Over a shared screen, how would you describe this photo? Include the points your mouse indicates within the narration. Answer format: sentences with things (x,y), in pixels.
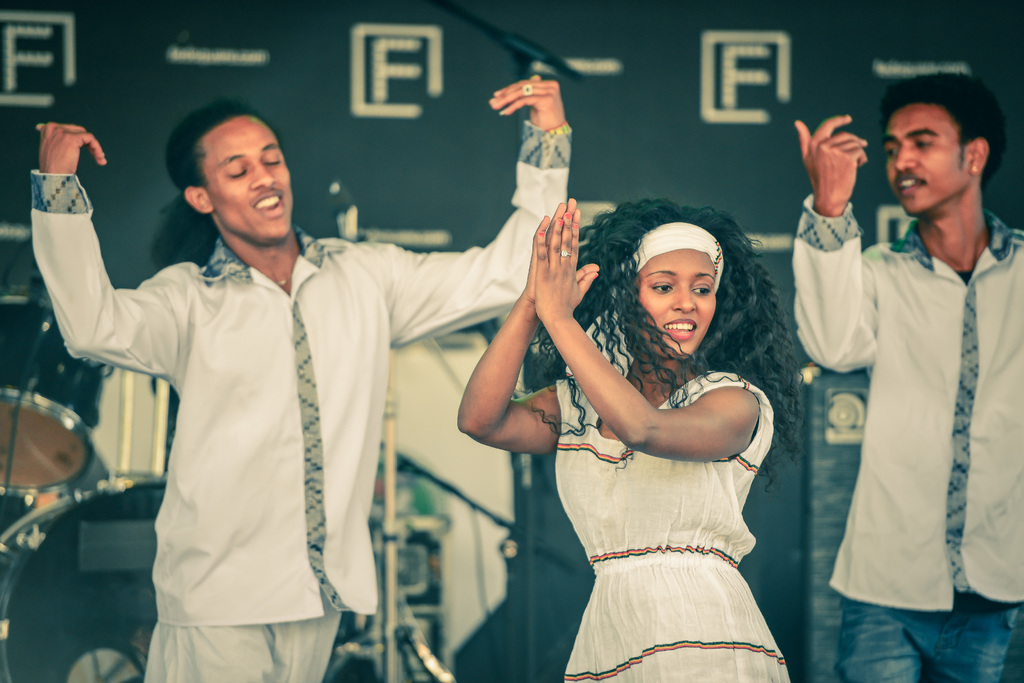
In this image we can see three persons (973,422) wearing dress (254,562) are standing. One woman (616,410) with long hair (733,343) is wearing headband (651,256). In the background (433,609), we can see group of musical instruments (56,449) and a wall (484,116) with some text (783,76) on it.
